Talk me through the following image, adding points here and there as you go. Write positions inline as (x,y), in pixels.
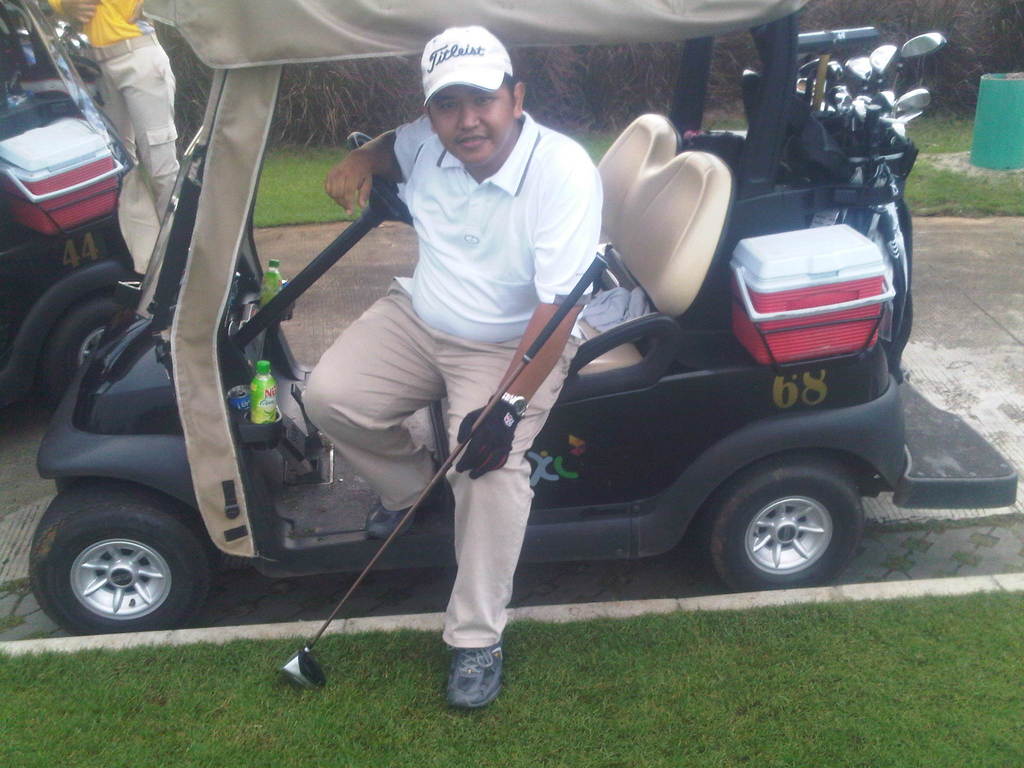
In this image I can see two golf carts (20,98), two boxes (801,267) and two persons (458,316). In the front (544,419) I can see one man (408,352) is holding a golf stick (295,677) and I can see he is wearing a cap (501,89), a white colour t-shirt (481,259), a glove (493,418), pants (454,442) and shoes (489,688). On the right side of this image (836,96) I can see number of golf sticks (889,105) in the bag (811,138). I can also see grass (763,627) in the front (35,765) and in the background of the image (979,209). On the top right side of this image (993,93) I can see a container (991,86).
